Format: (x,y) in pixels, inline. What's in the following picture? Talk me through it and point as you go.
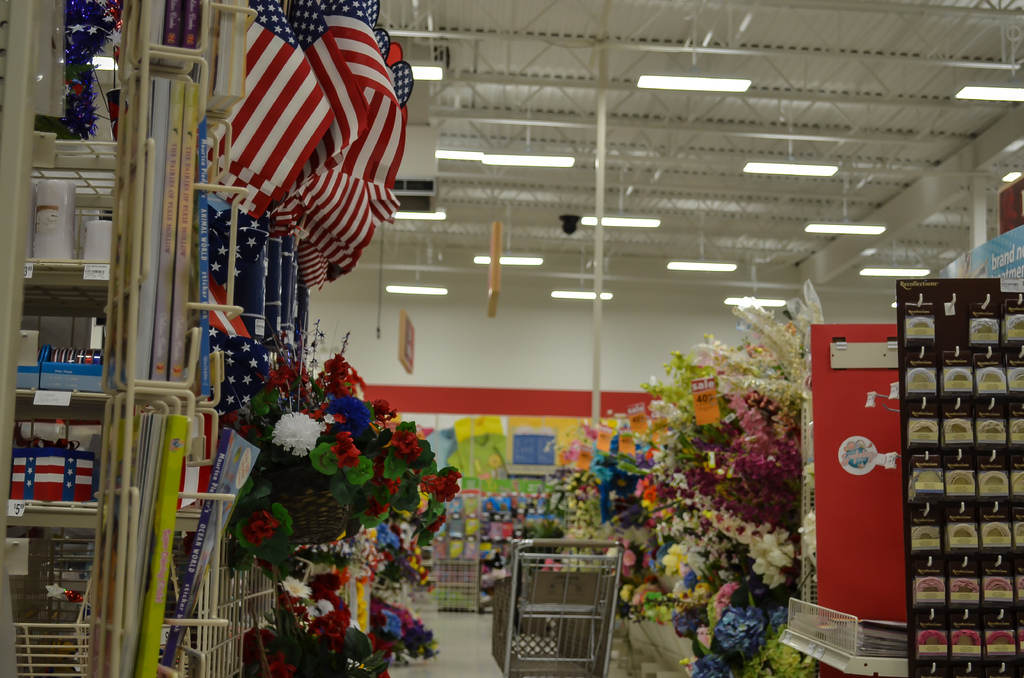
In this picture we can see few flags (264,102), bouquets (319,391), books (223,479) and other things (78,488) in the racks (137,508), beside to the racks (818,451) we can find a cart (546,612), in the background (581,295) we can see few metal rods (597,179) and lights (635,225).
